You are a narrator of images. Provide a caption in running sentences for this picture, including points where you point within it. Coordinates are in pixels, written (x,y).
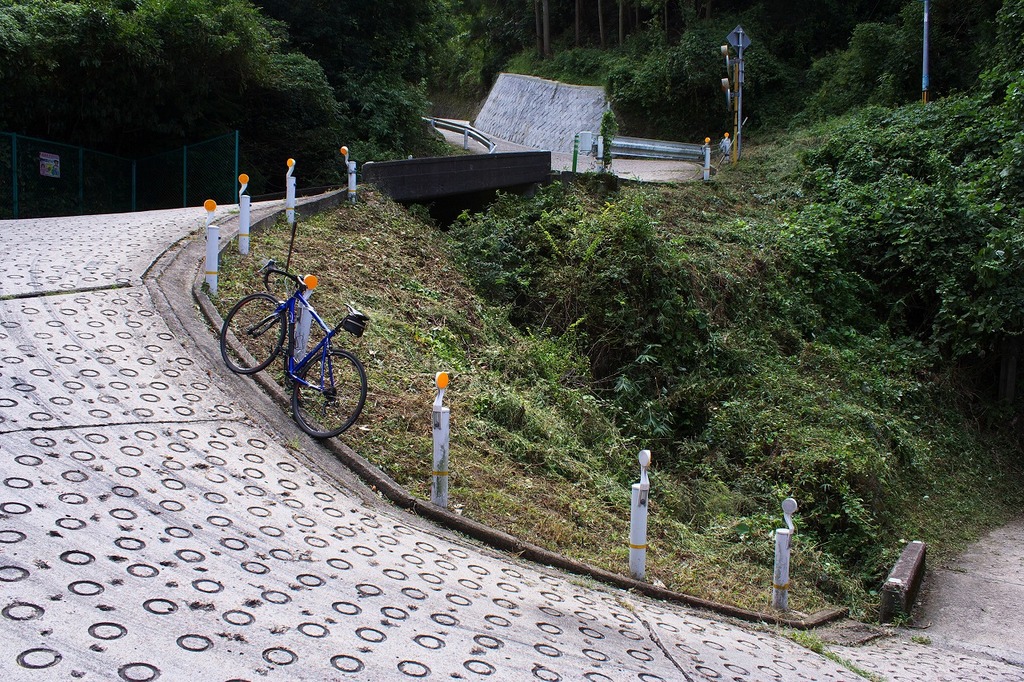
In the center of the image (658,445) we can see trees (839,98), plants (762,252), poles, one cycle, fence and a few other objects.
